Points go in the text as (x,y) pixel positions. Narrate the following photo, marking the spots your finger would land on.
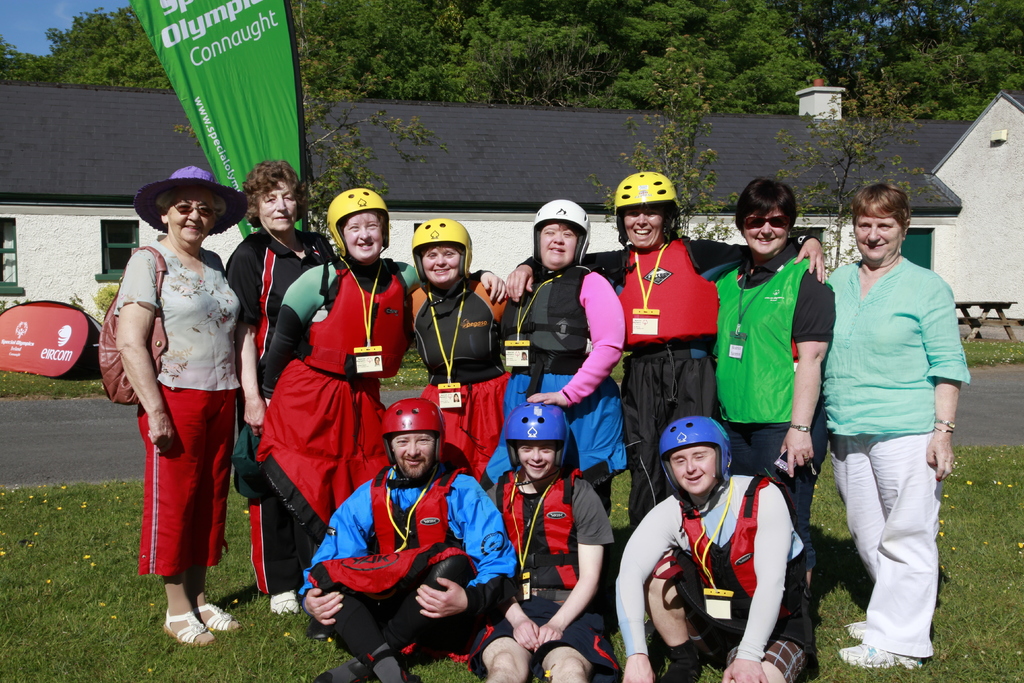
In this picture we can see a group of people (201,542) smiling while some are standing and some are sitting on the grass (22,578), road (41,459), banner (234,119), building (109,180) with windows (11,256), table (958,306) and in the background (411,10) we can see trees (70,47).
